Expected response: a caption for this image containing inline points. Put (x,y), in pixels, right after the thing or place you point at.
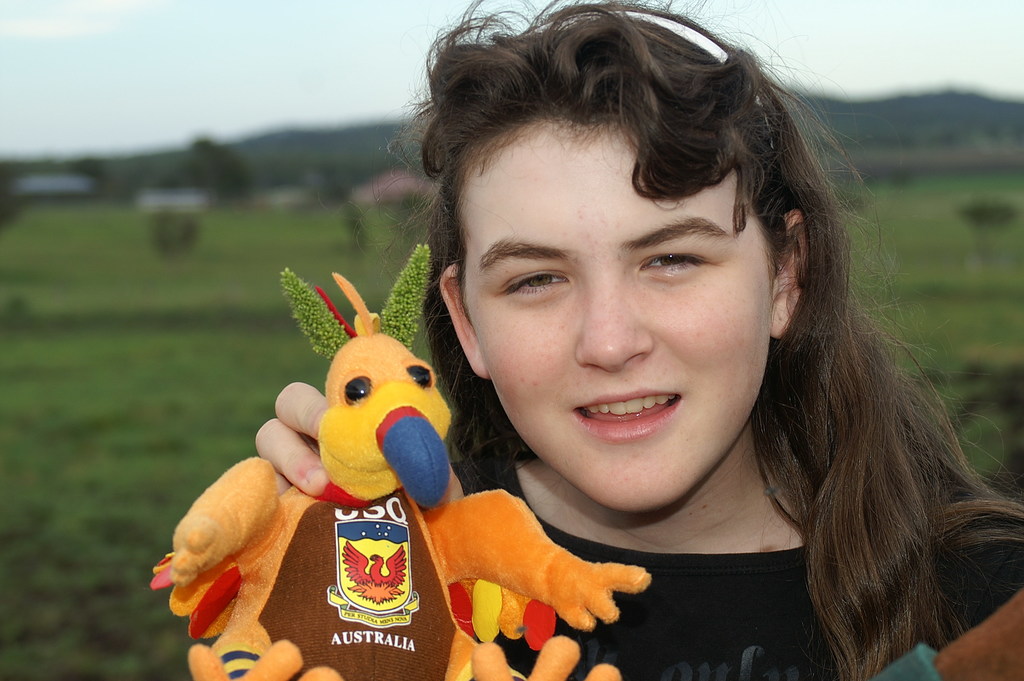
In this picture we can see a woman (590,557) holding a toy (423,471), behind we can see some trees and grass (107,408).
